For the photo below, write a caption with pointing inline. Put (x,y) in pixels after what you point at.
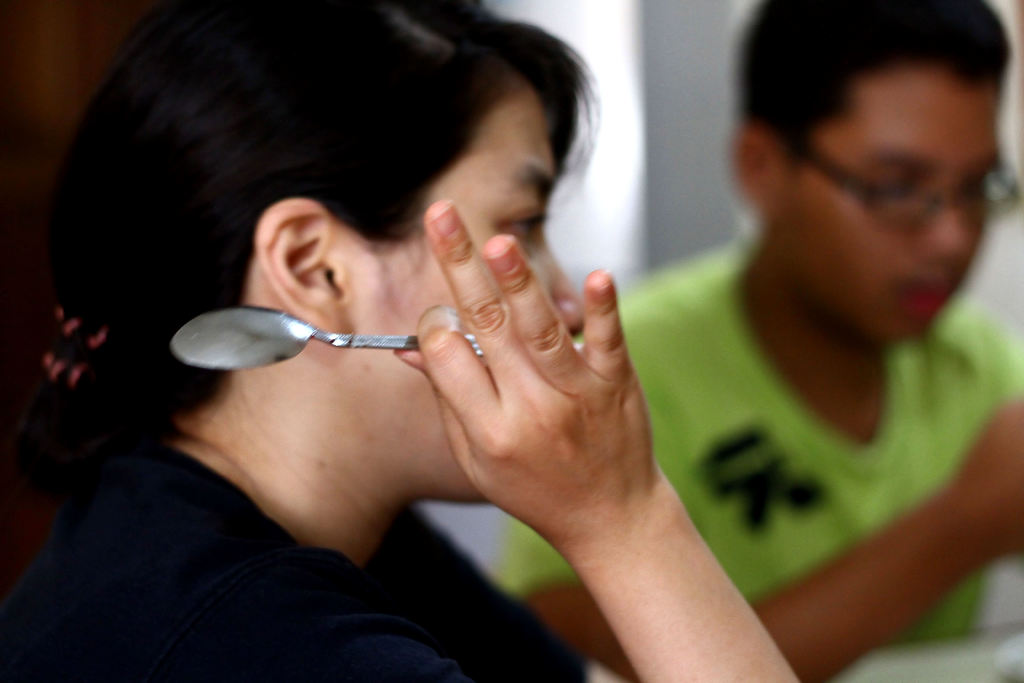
In this image we can see a woman (484,219) holding a spoon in her hand (515,338), man (739,267) and wall (631,136).
